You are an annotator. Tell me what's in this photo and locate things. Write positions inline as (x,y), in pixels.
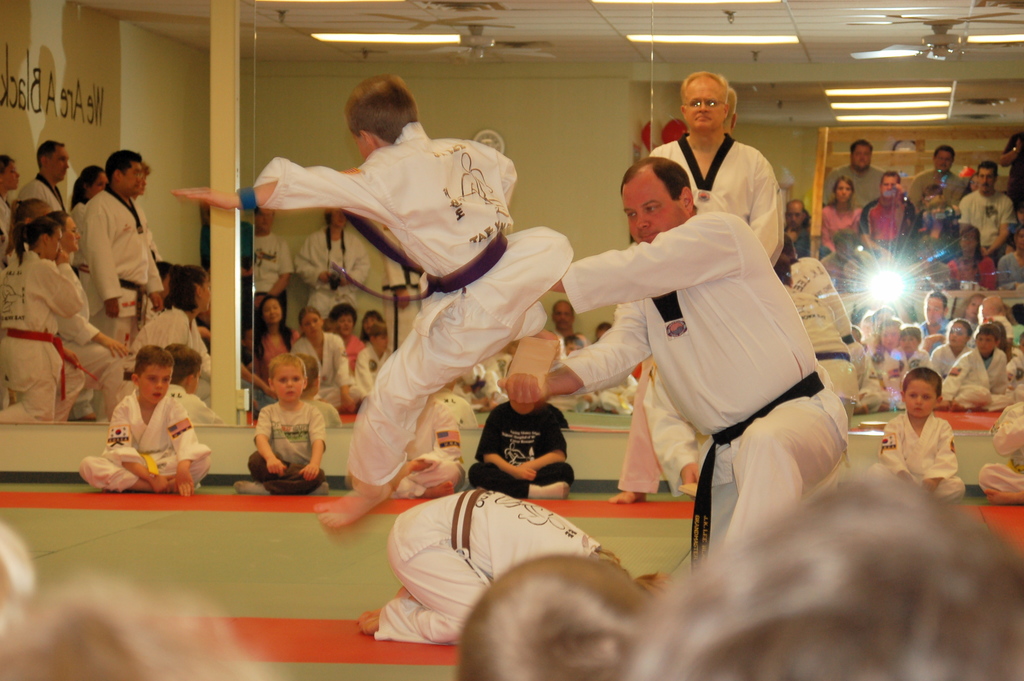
In this image we can see a boy (357,494) kicking a board (536,370) held by a man (666,365). we can also see some children (323,471) sitting on the floor (334,494) and a child (363,624) bend his knees (440,632). On the backside (310,251) we can see a group of people (351,311), a camera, clock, wall (591,167), roof (662,48), ceiling lights (672,38), fan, pillar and a wall (369,281).
